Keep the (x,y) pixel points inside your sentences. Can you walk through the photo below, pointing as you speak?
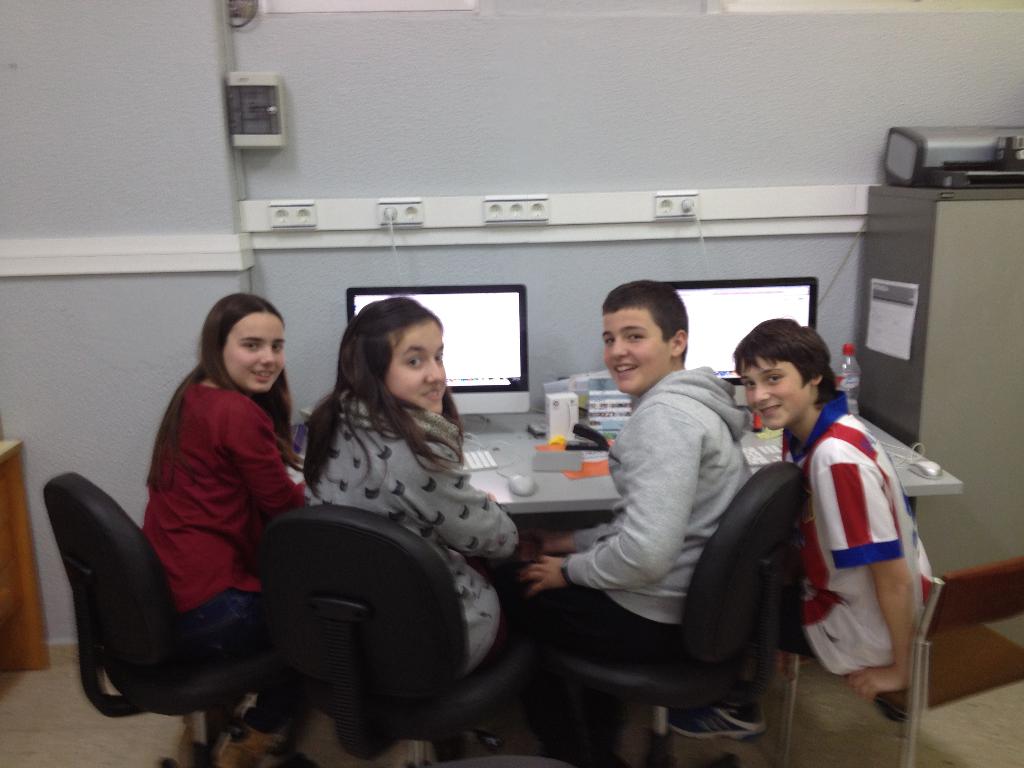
in a room (458,475) 4 people (819,472) are sitting on the chairs (372,683). 3 people (569,606) on the left (173,628) are sitting on the black chairs (332,675). the person (242,606) at the left (215,510) is wearing red t shirt (212,544). 2 people (676,423) in the center (671,432) are wearing grey t shirts (650,525). the person (881,549) at the right (874,544) is wearing red and white t shirt (841,524) which has a blue collar (822,422). in front of them there is a grey table (561,481) on which there are computers (500,346), keyboard (485,461), mouse (523,477), bottle (844,360) and other objects (570,432). behind them there is a wall (563,107) which is grey in color.
